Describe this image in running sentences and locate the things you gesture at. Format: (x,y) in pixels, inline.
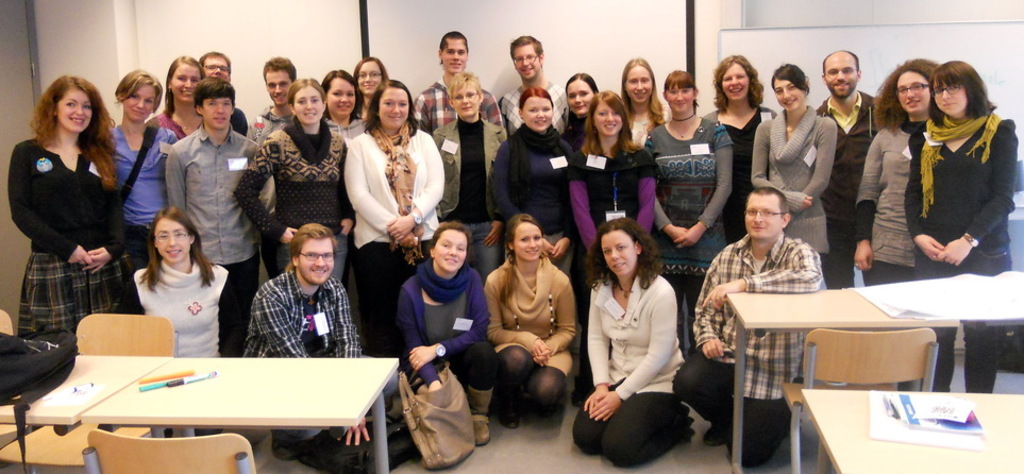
Here there are group of people (522,178), this is table (287,403) and on the table (212,389) there is pen (187,378), this is chair (146,340) and here this are books (930,428).
